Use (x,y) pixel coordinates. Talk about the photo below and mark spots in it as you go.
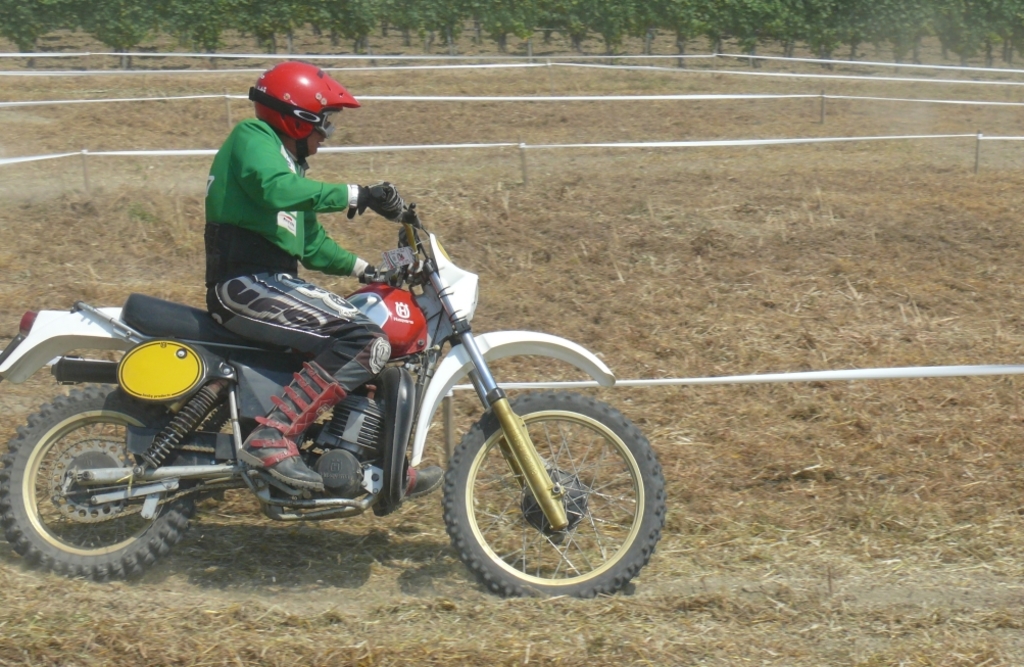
Bottom left side of the image (337,457) a man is riding a motorcycle (75,494). Behind him there is a fencing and there is grass (471,129). Top of the image (1007,40) there are some trees (125,16).
